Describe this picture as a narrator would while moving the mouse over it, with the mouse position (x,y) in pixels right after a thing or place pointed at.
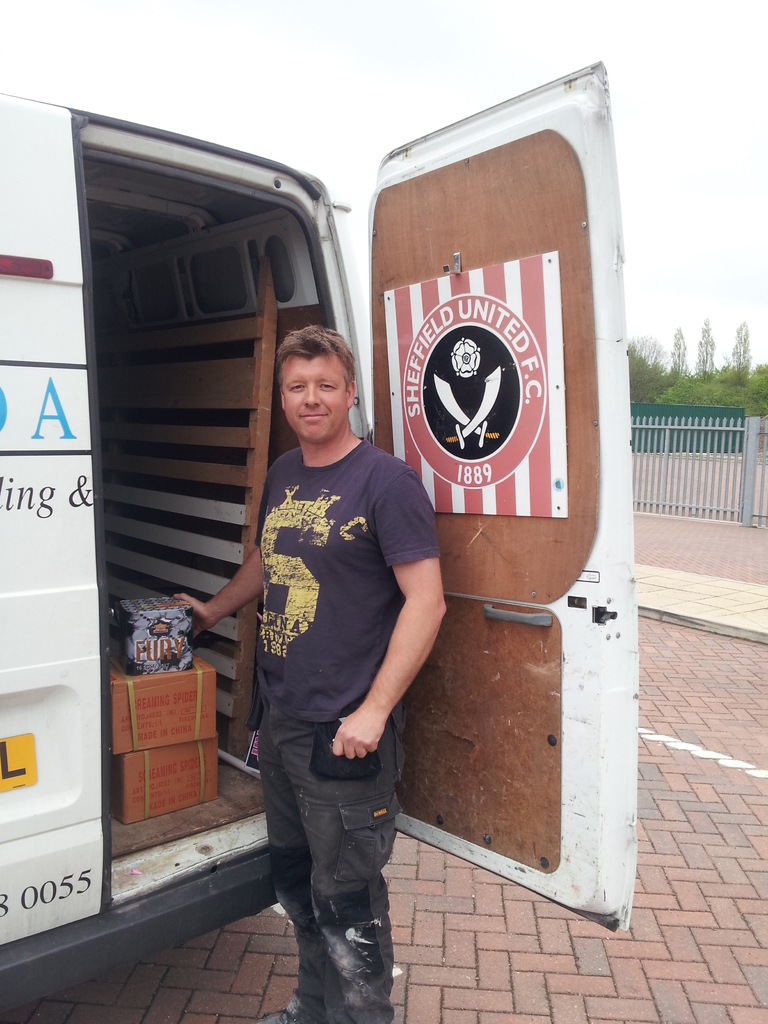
In the center of the image (342,433) we can see a man (265,684) standing. On the left (100,907) there is a truck (20,681) and there are boxes (161,735) in the truck (8,952). On the right (655,374) there is a fence (687,451) and trees (675,378). At the top (675,95) there is sky (378,87).
